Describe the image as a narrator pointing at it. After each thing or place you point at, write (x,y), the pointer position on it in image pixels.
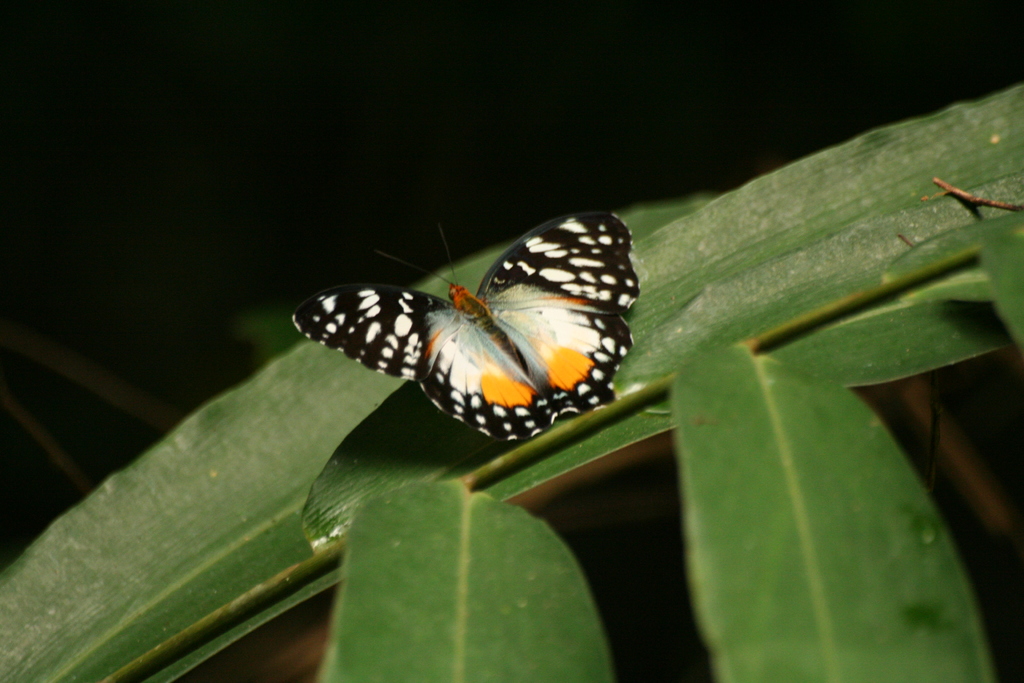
In this image we can see a butterfly (555,387) on the leaves (244,535) and the background (599,545) is in black color.
